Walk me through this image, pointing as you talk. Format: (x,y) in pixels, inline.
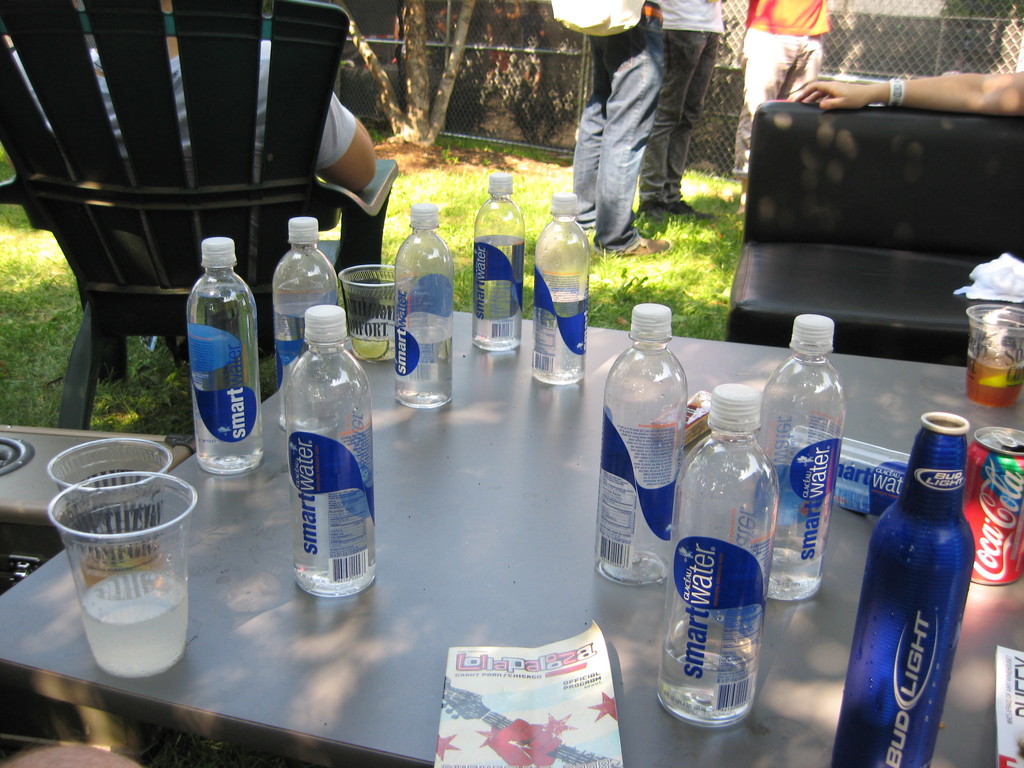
In this image we can see the table (510,637) on the table (369,625) we have so many bottles (682,529) glass (978,344) is filled with liquid (156,627) and limes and we can see the couch (836,191), one chair (221,141) and person (336,154) is sitting on the chair (248,109) and few people (634,75) are standing on the grass (529,241).
